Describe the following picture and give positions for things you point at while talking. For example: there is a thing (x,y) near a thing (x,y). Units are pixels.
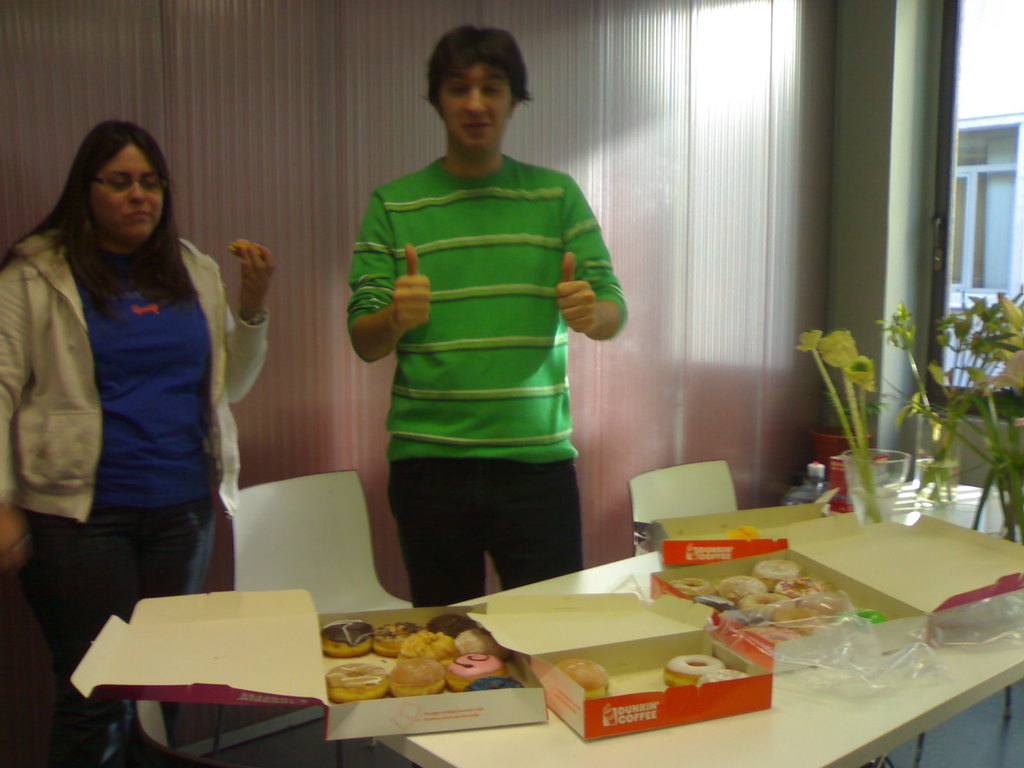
In this image In the middle (591,319) there is a man (516,357) he wear green t shirt (481,395), trouser (488,511). In the middle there is a table (544,765) on that there is a glass (857,475), bottle (822,478) and box (665,697). On the left (163,403) there is a woman (149,427). On the right (920,150) there is a window (967,211) and wall (835,229).
